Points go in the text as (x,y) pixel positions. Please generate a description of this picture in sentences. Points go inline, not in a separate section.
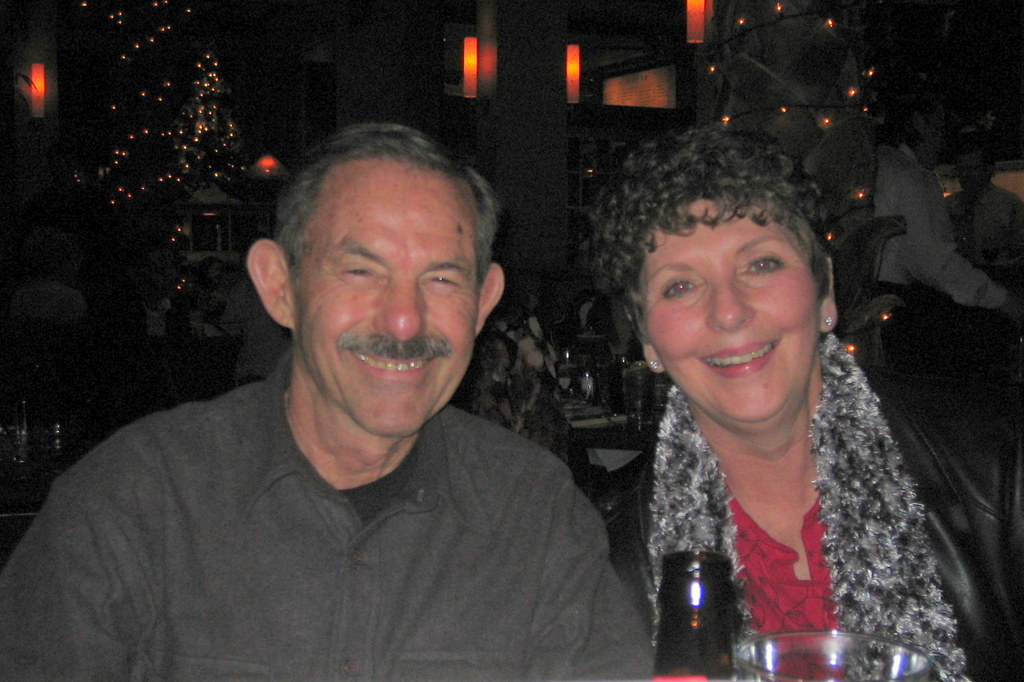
There are two people (342,392) smiling, in front of these people (627,617) we can see bottle (696,569) and glass (764,671). Background (198,132) it is dark and we can see people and lights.
